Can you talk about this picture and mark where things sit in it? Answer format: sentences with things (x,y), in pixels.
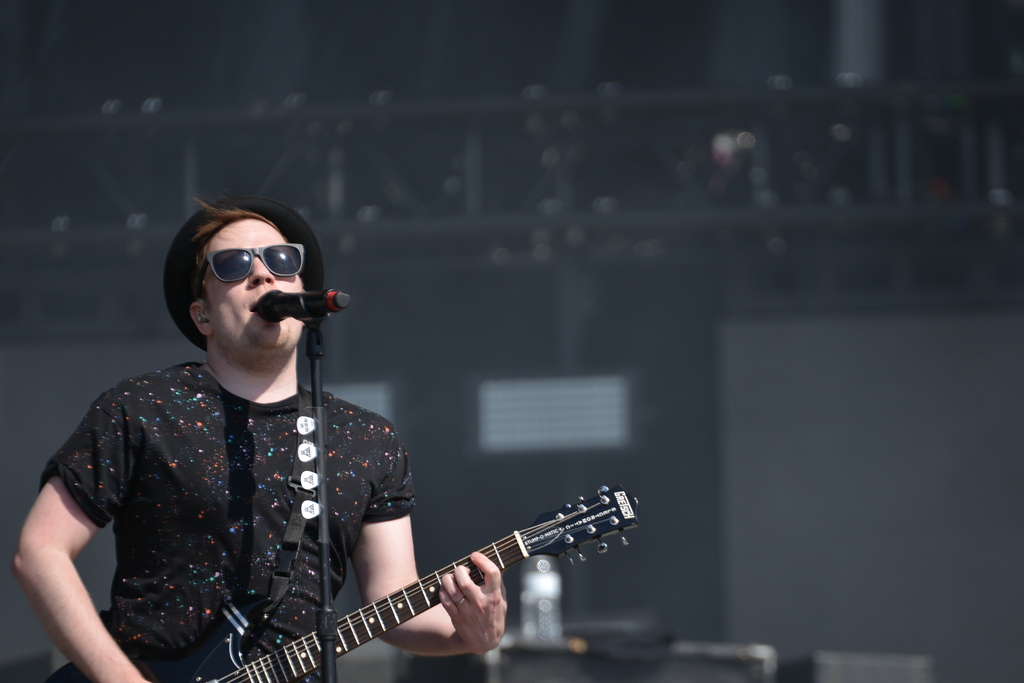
In this picture there is a person (259,519) and holding guitar (408,600) and singing. There is a microphone (273,306) with stand (319,541). This person (230,268) wear cap (171,244).
